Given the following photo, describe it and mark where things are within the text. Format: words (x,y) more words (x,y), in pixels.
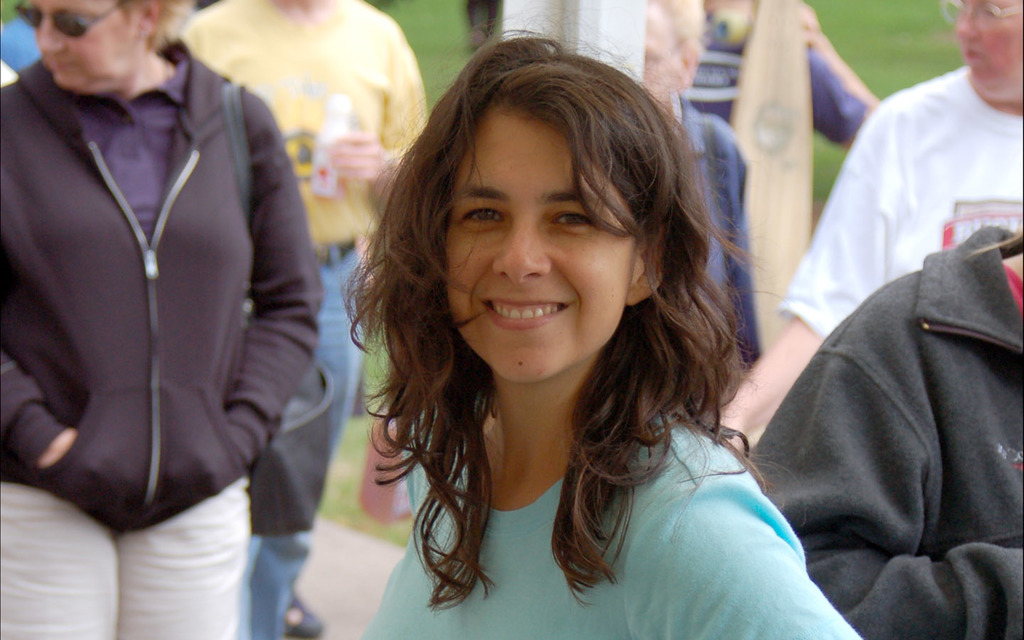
This image is taken outdoors. In the background (352,495) there is a ground (354,498) with grass (415,38) on it and a few people (907,194) are standing on the ground (865,46). In the middle of the image (628,332) there is a girl (539,557) with a smiling face (535,349). On the left side of the image (207,311) there is a woman (72,526).
